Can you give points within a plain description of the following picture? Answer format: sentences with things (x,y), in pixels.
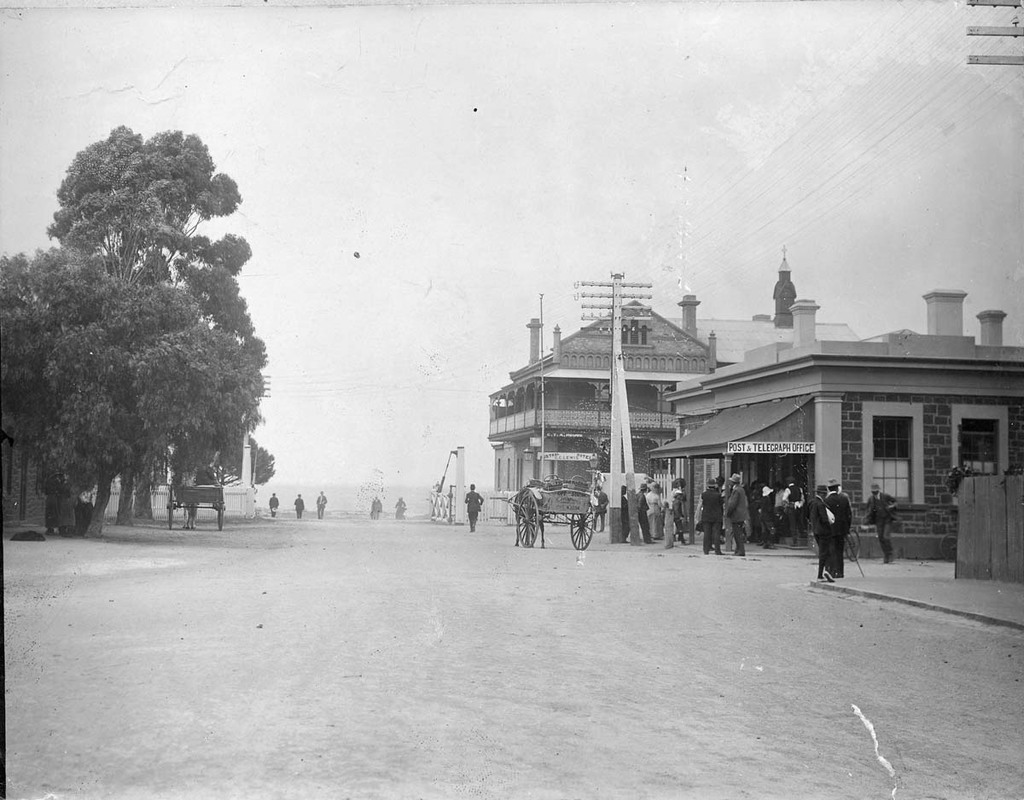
In this image, in the middle (662,430) there are people (775,527), vehicles (193,503), trees (105,350), houses (589,328), electric poles (631,471), cables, land (345,573), animals (191,521), fence (966,554), sky (488,445).
